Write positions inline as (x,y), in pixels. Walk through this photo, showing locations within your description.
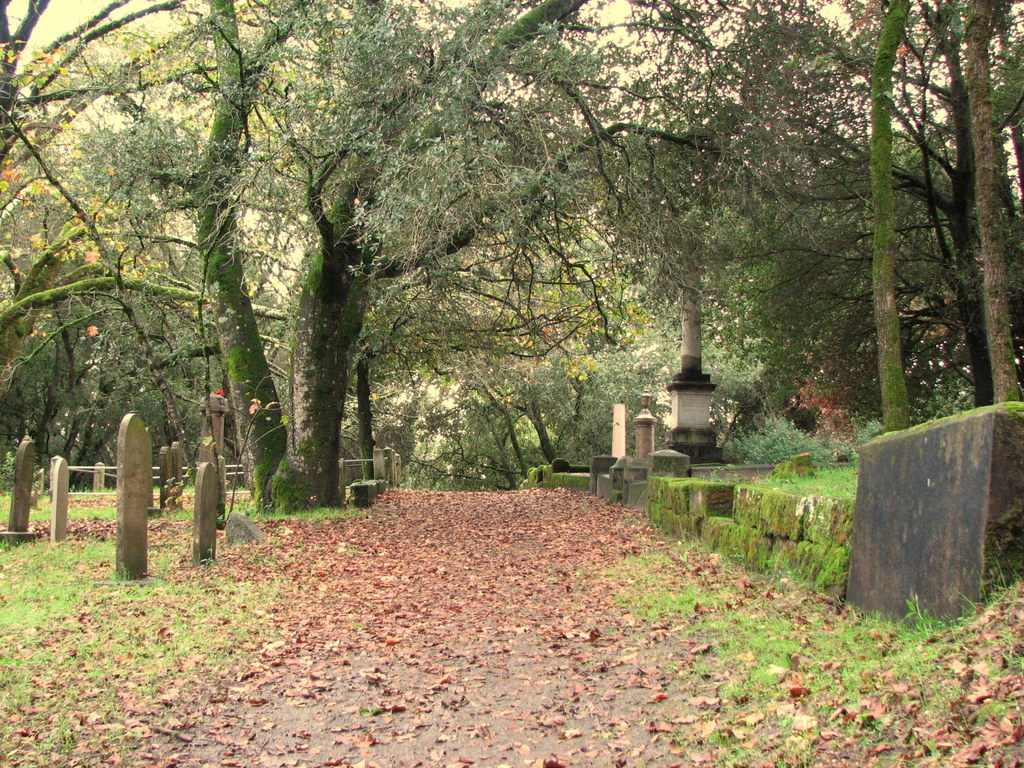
In this image we can see dried leaves (454,573) on the road (407,660). On the ground (443,639) there is grass (762,645). Also there are many trees (461,223). And we can see graves (137,483). In the back (377,466) there is a railing (350,462).
